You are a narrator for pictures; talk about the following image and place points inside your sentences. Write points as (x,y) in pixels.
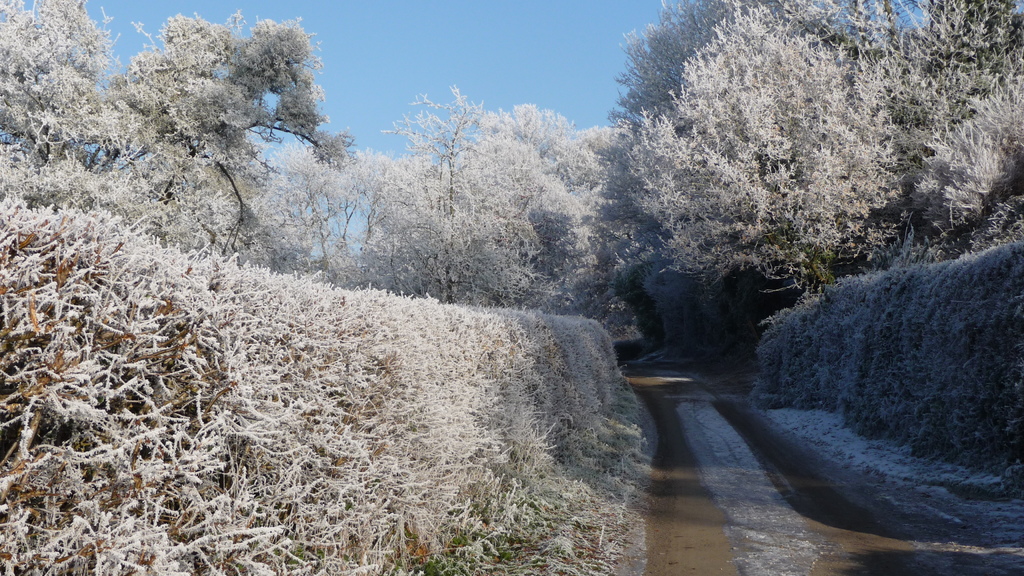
This image is taken outdoors. At the top of the image (408,55) there is the sky (471,49). At the bottom of the image (732,498) there is a road (745,476). In the middle of the image (527,214) there are many trees (314,204) and plants (714,327) with stems (219,168), branches (332,173) and leaves (78,476). They are covered with snow (485,150).
